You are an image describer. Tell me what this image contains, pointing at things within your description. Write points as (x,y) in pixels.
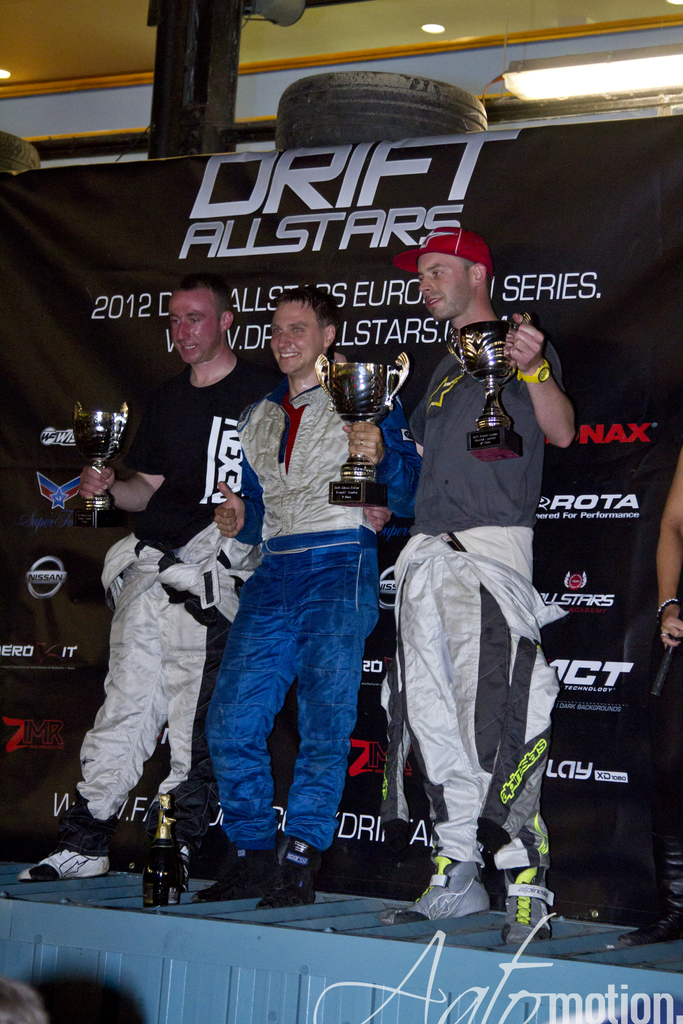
In this image, we can see a few people (283,481). Among them, some people (449,667) are holding trophies (476,332) and standing on the surface (234,958). We can see a banner (84,361) with some text (308,172). We can see some poles (238,128) and wires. We can see the wall (497,49) and the roof (463,17) with lights (582,78).
